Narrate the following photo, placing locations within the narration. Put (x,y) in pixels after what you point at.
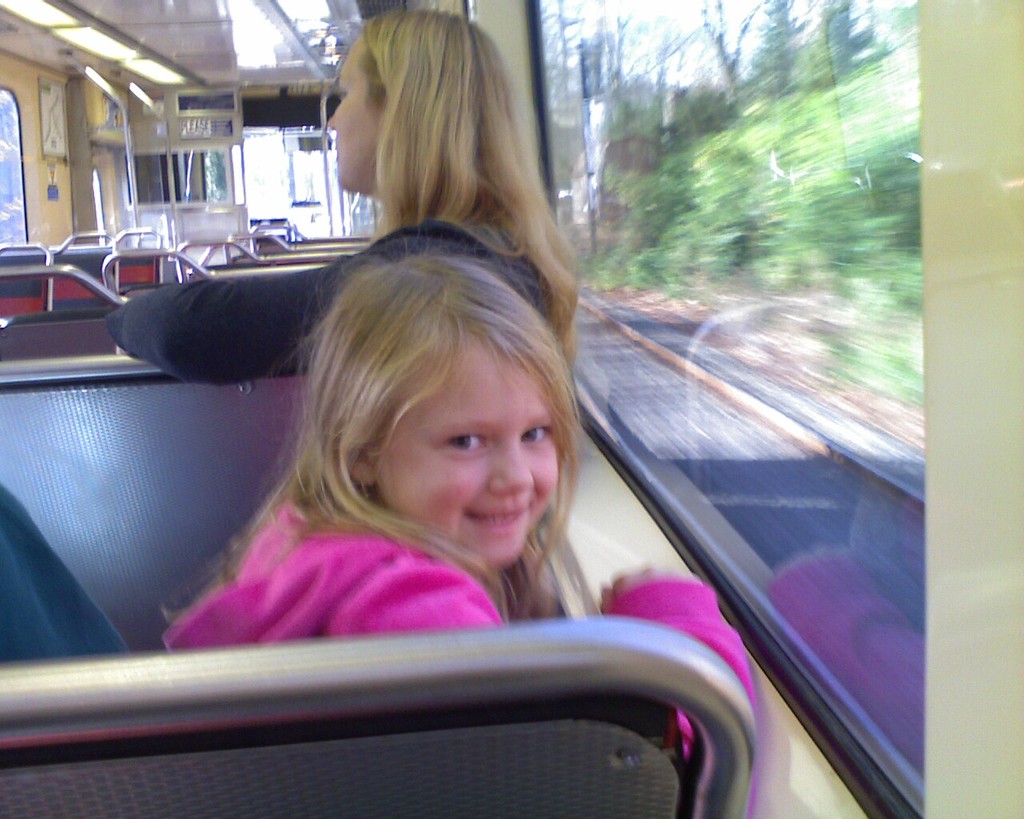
In this image I can see a girl (406,576) is sitting on the chair (335,646), she is wearing a pink color sweater (403,622), in front of her there is another girl (437,237). On the right side (687,428) there is the window (715,279), it is an inside part of a train (262,497).
